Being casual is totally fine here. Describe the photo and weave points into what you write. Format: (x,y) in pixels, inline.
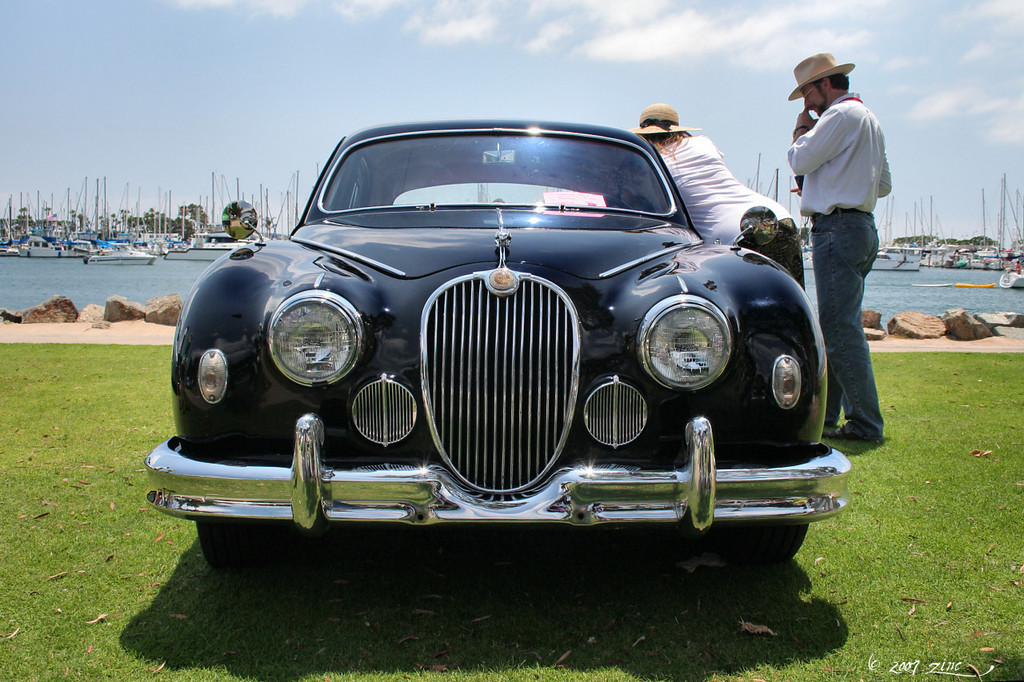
In this picture I can see there is a car (414,450), it has a windshield (601,184), headlights (297,345) and there are mirrors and there is a woman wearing a shirt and a hat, the man (855,302) is also wearing a white shirt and hat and in the backdrop (150,312) I can see there rocks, sea (50,259) and boats (107,256) in the sea (141,283). The sky (267,107) is clear.
